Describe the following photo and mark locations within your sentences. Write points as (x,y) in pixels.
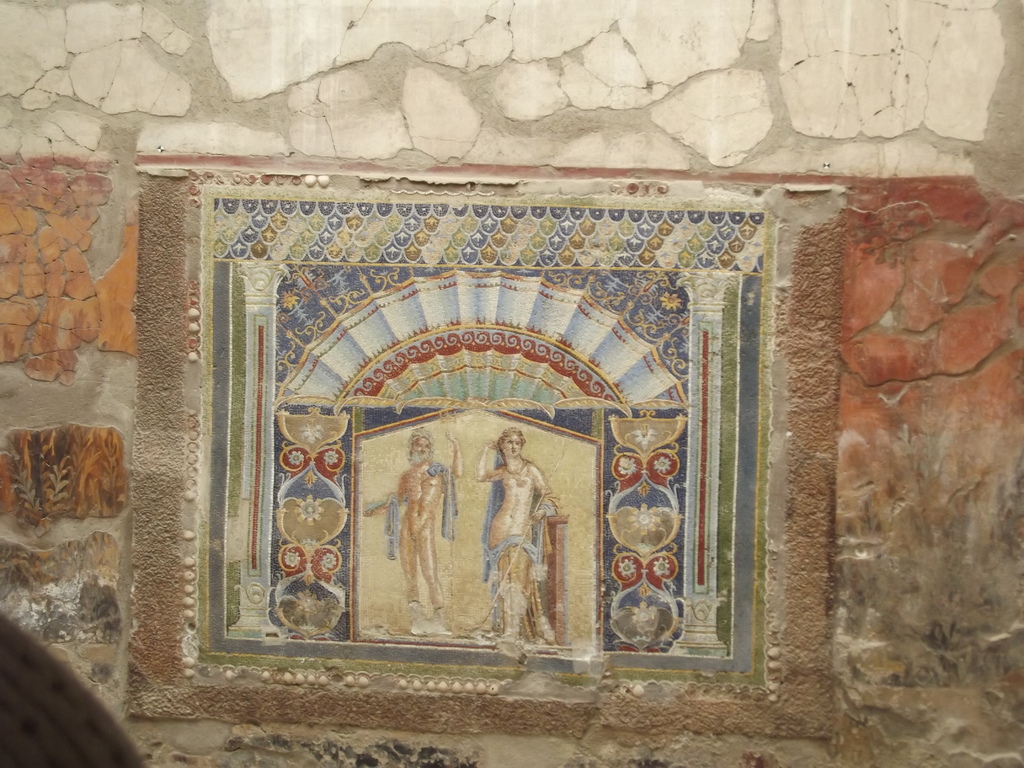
In this picture we can see some painted board (418,450) in the wall (897,413).
